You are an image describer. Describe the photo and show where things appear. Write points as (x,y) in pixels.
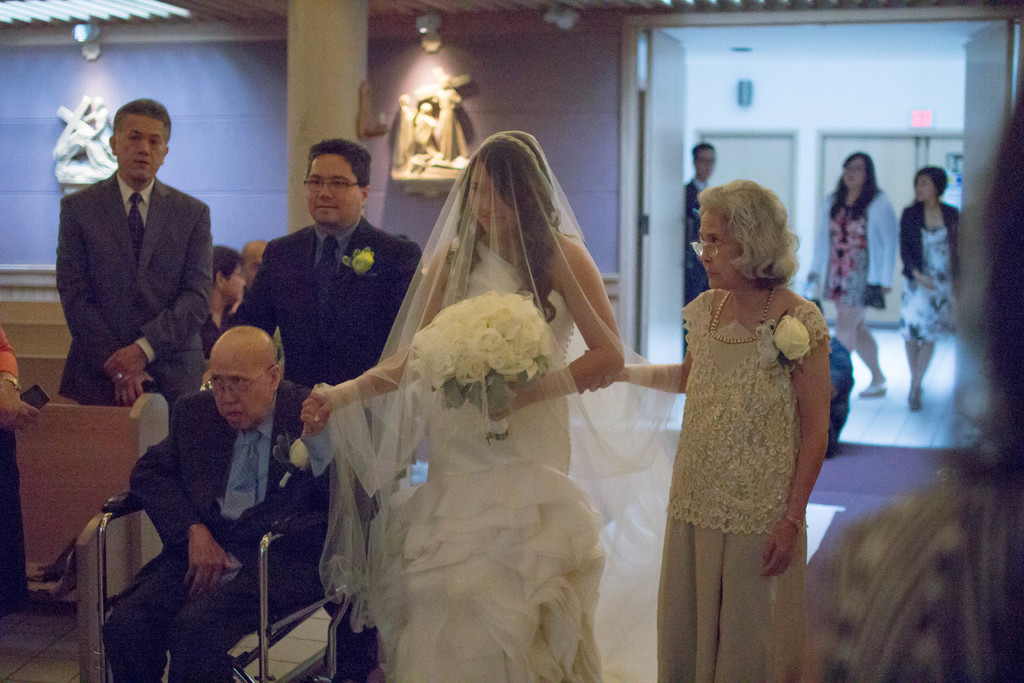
In this picture there are people (463,185), among them there is a woman (388,549) wore veil (530,423) and holding flower bouquet (501,440) and we can see pillar (295,228), statues (452,166) on the wall (390,200) and lights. In the background of the image (871,120) we can see wall (895,121), board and floor (61,653).
